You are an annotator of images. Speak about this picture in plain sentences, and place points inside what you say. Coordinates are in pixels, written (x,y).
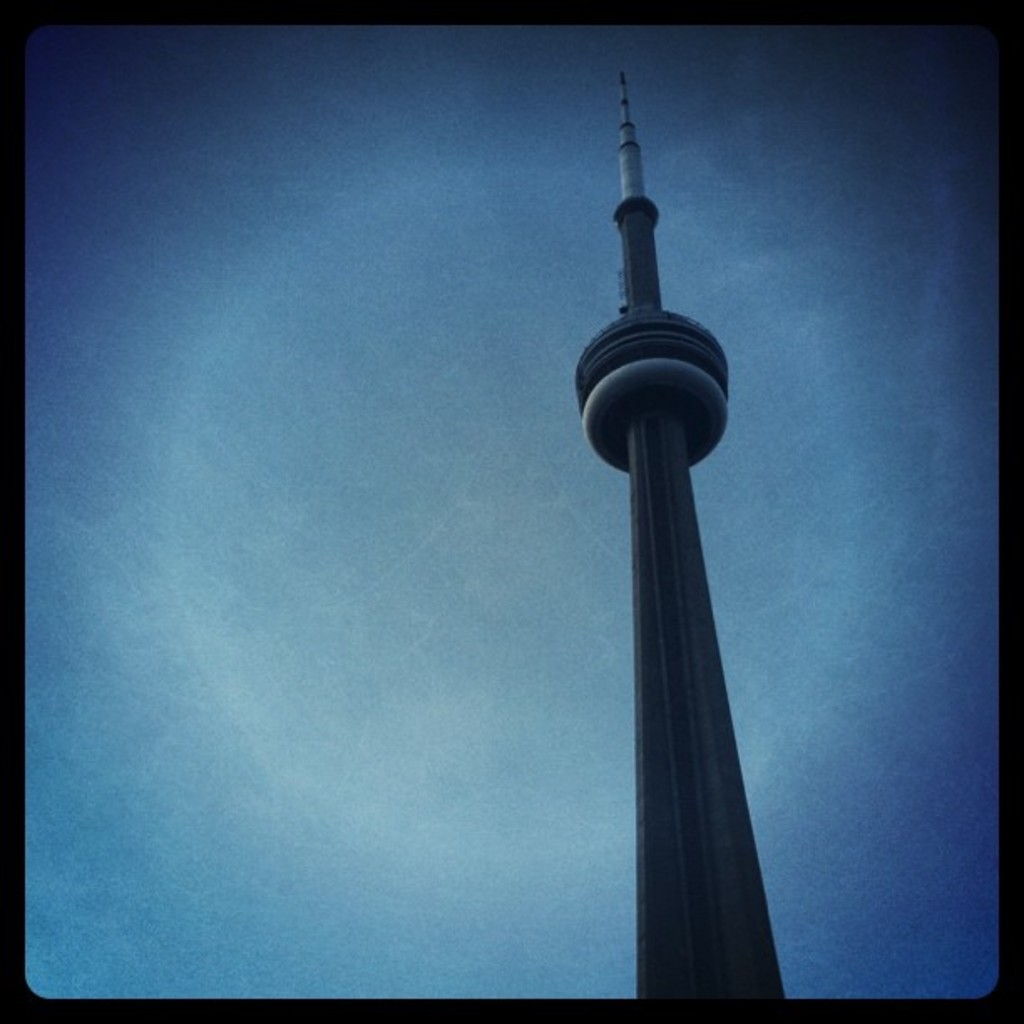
In this image we can see one big tower (674,466) and the background (173,799) there is the blue sky (245,775).
